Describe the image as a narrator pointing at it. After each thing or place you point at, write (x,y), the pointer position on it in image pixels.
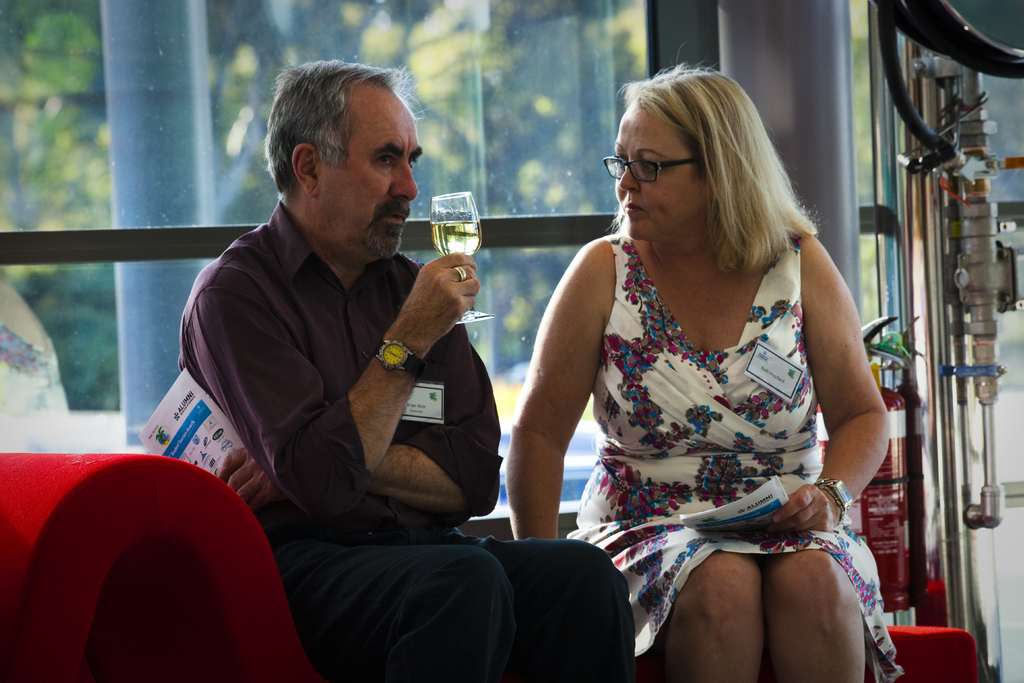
In the image we can see a man (339,401) and a woman (659,384) sitting, they are wearing clothes (488,502) and wrist watch (409,368). This is a paper (724,509), badge (771,377), wine glass (449,228), finger ring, spectacles (617,175) and a sofa (180,526). Behind them there is a window (557,54) and out of the window (504,111) we can see trees (245,65) and a pole (169,70). This is a fire extinguisher (899,480).
